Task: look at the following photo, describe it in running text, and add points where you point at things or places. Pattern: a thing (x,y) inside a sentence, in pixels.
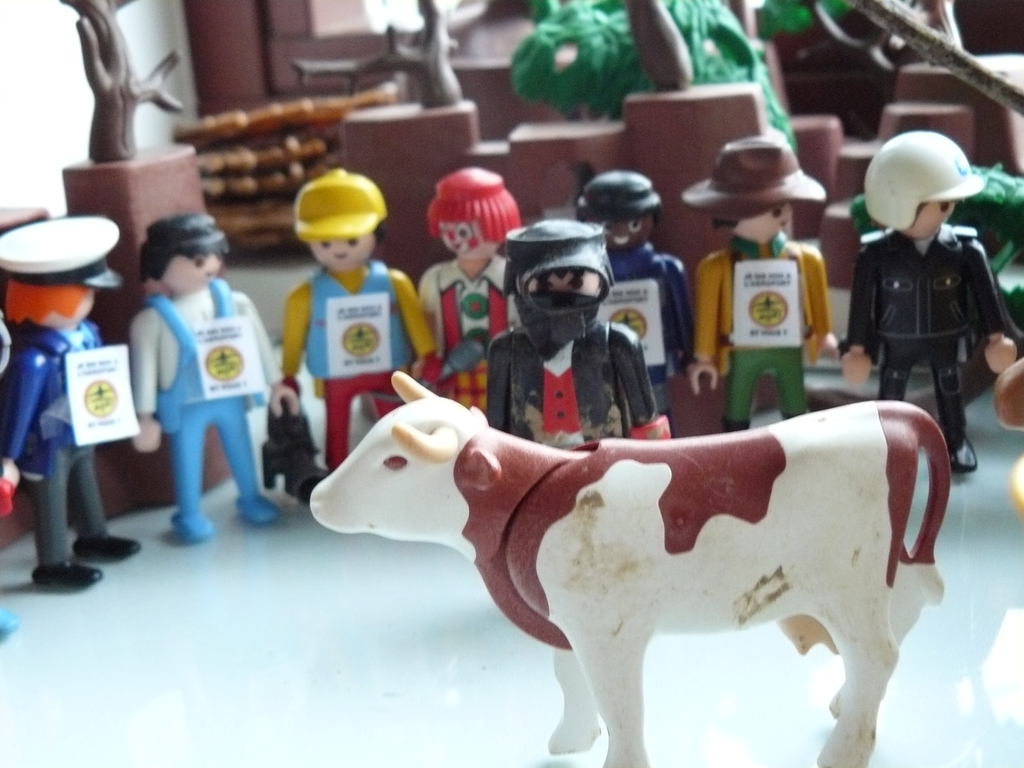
In this image, I can see the toys (583,300). This is a cow (619,535) and people (439,295) standing. I think these are the branches (428,19) and a tree (596,47).
